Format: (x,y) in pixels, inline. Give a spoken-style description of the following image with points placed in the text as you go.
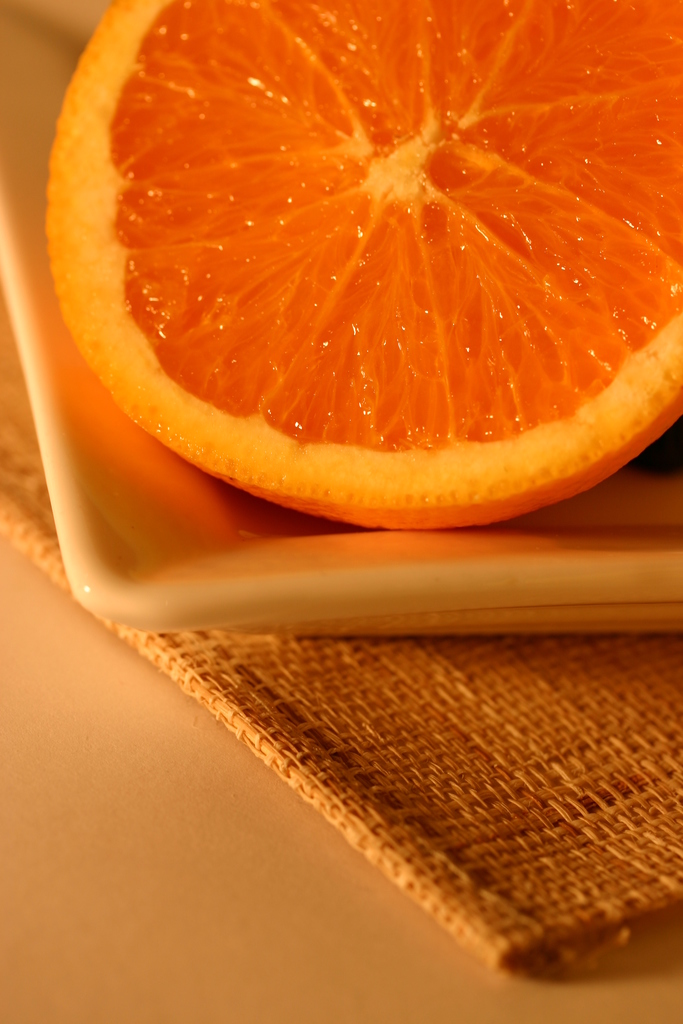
In this picture we can see a orange slice (516,267) is present on a bowl (321,549), mat (396,758) are present on the surface (237,877).
